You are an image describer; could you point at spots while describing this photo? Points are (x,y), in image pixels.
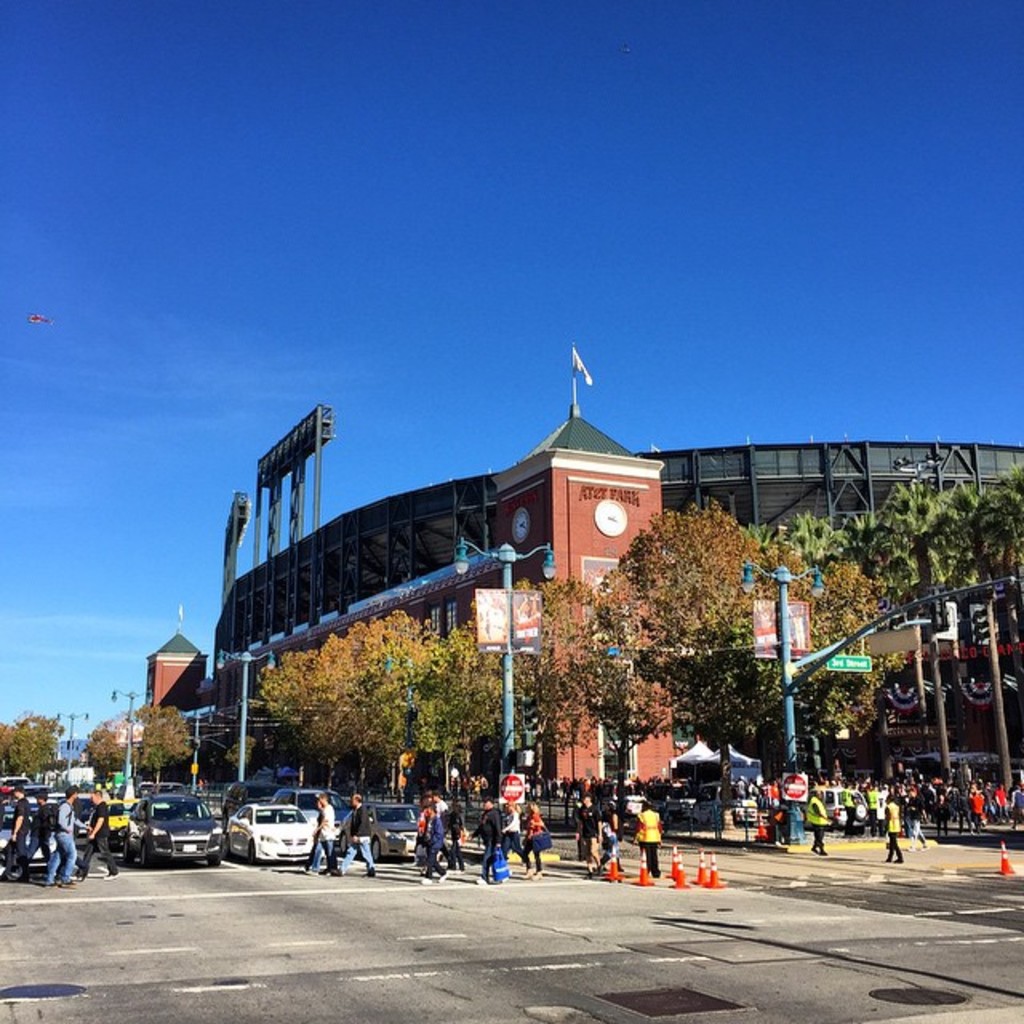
In this image we can see a group of people (435,857) standing on the ground (464,884). On the left side of the image (277,798) we can see a group of cars (235,826) parked on the road (398,882). To the right side of the image (714,702) we can see cones (640,877), poles (506,715), trees (558,736). In the background (359,587), we can see a building (556,576) with a clock (613,510) on it and the sky (633,322).
